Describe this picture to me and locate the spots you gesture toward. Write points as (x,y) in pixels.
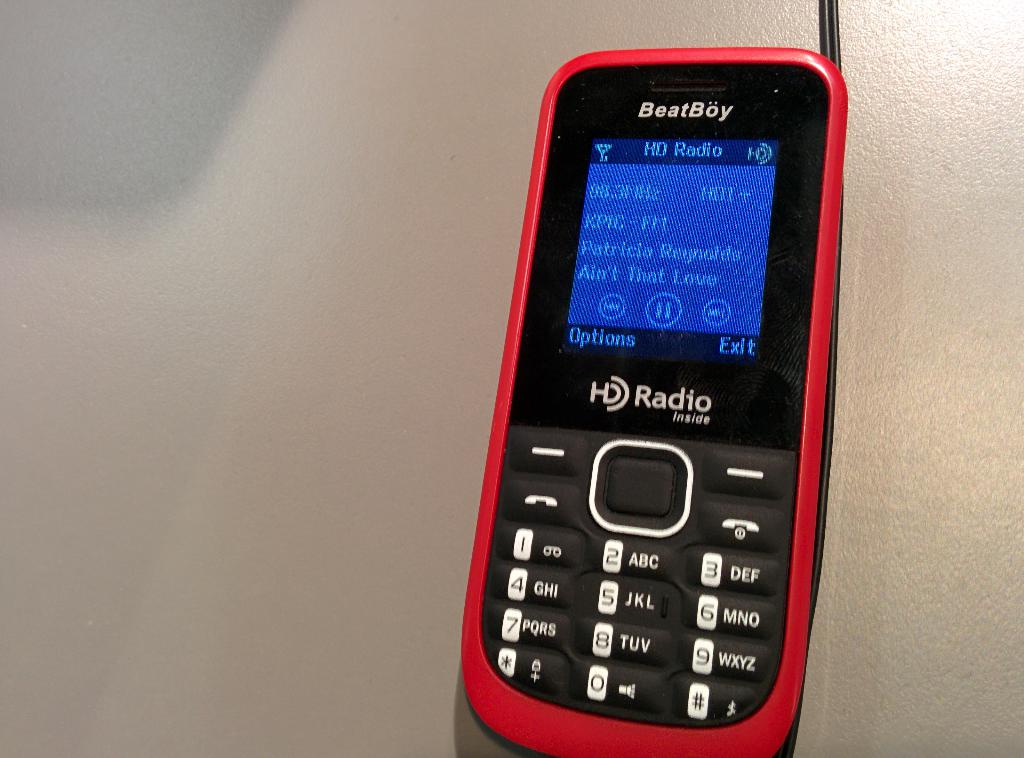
On this surface (302,665) we can see a mobile (719,560).
